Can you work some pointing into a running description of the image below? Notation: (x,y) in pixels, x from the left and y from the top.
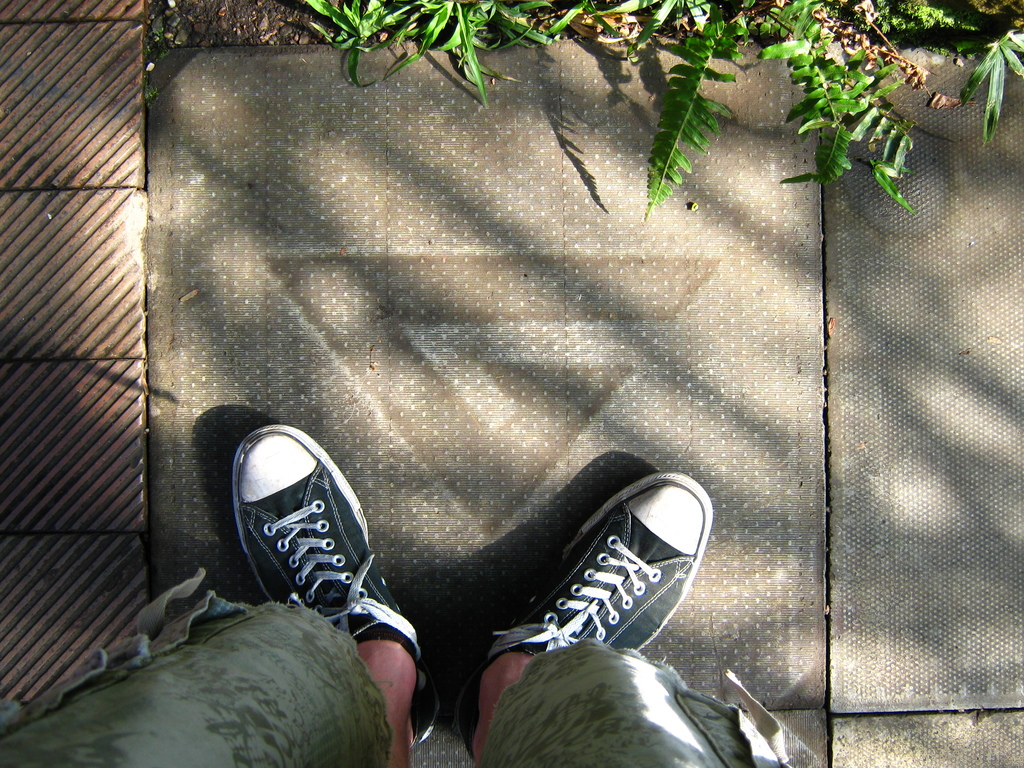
In this picture we can see a person legs (360,588) with shoes (689,588) on the ground (731,541) and in the background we can see the grass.
